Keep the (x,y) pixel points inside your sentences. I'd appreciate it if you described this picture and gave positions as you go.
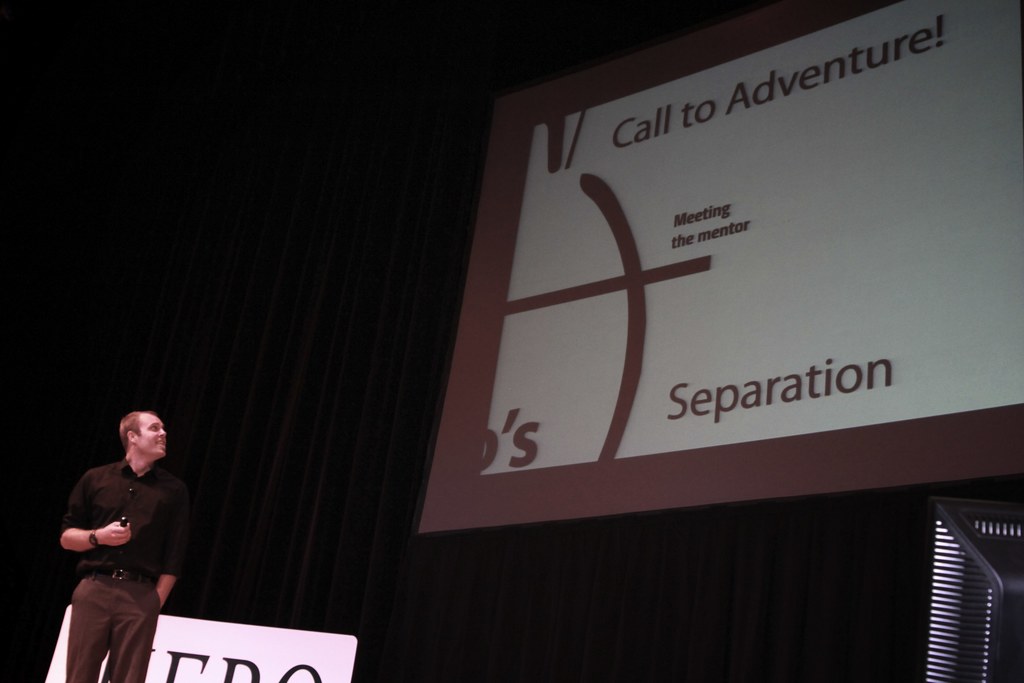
In this picture I can observe a person (100,508) on the left side (131,531). On the right side (781,291) there is a screen (669,283). In the background (339,304) I can observe black color curtain (295,373).
